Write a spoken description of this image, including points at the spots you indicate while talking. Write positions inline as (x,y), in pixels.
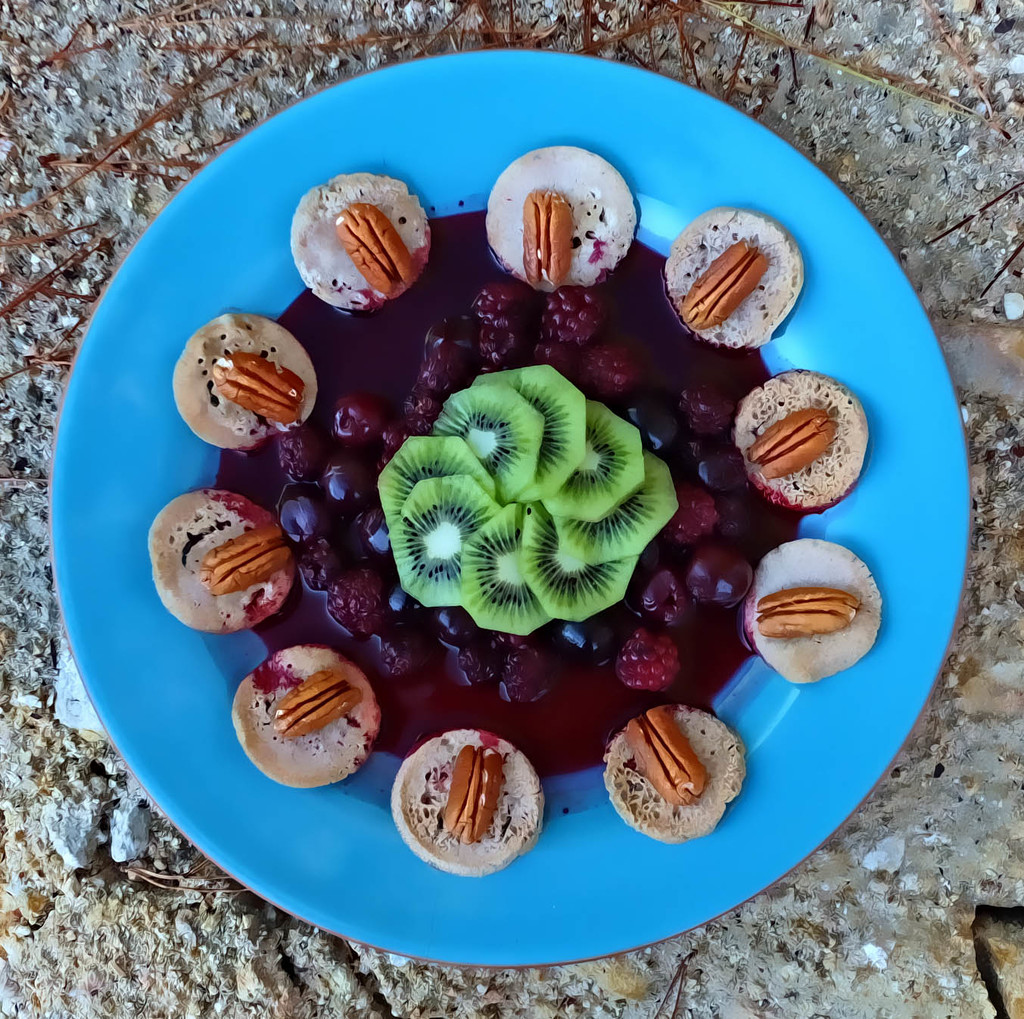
In this image I can see a plate (435,81) in which fruits (396,618), cookies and food items (672,726) are there may be kept on the floor (643,12). This image is taken may be during a day.
